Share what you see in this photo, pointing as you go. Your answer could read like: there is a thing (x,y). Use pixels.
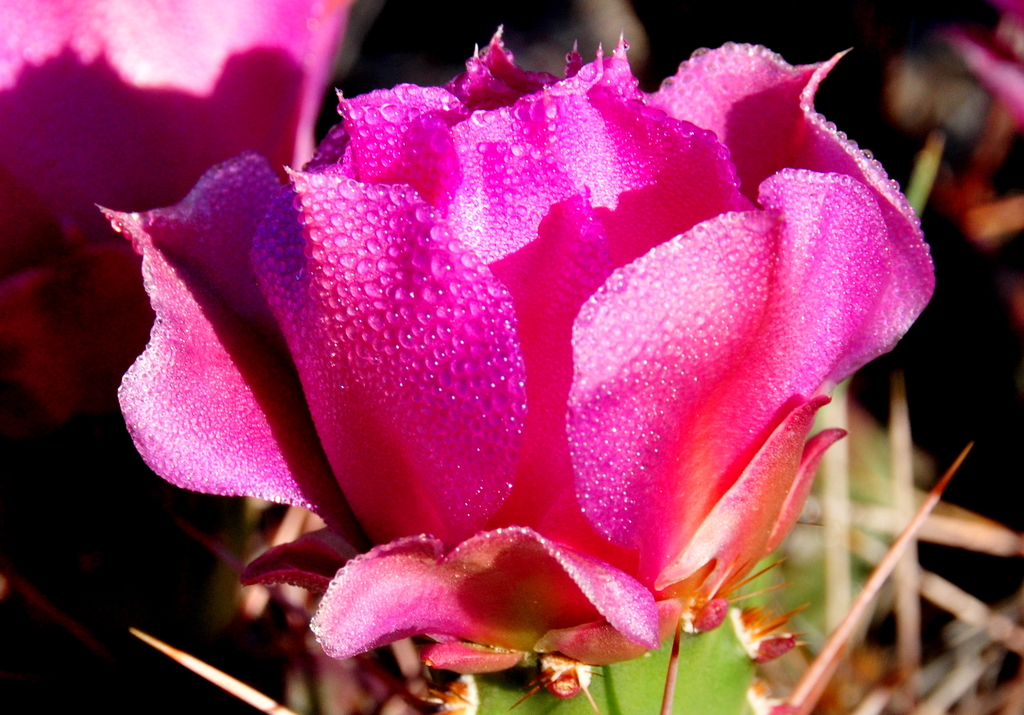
The picture consists of a pink cactus flower (474,245). At the bottom (627,676) there are thorns (857,623) and grass (856,639). The background is blurred. In the background (136,83) there are flowers (962,57) and plant (962,207).
